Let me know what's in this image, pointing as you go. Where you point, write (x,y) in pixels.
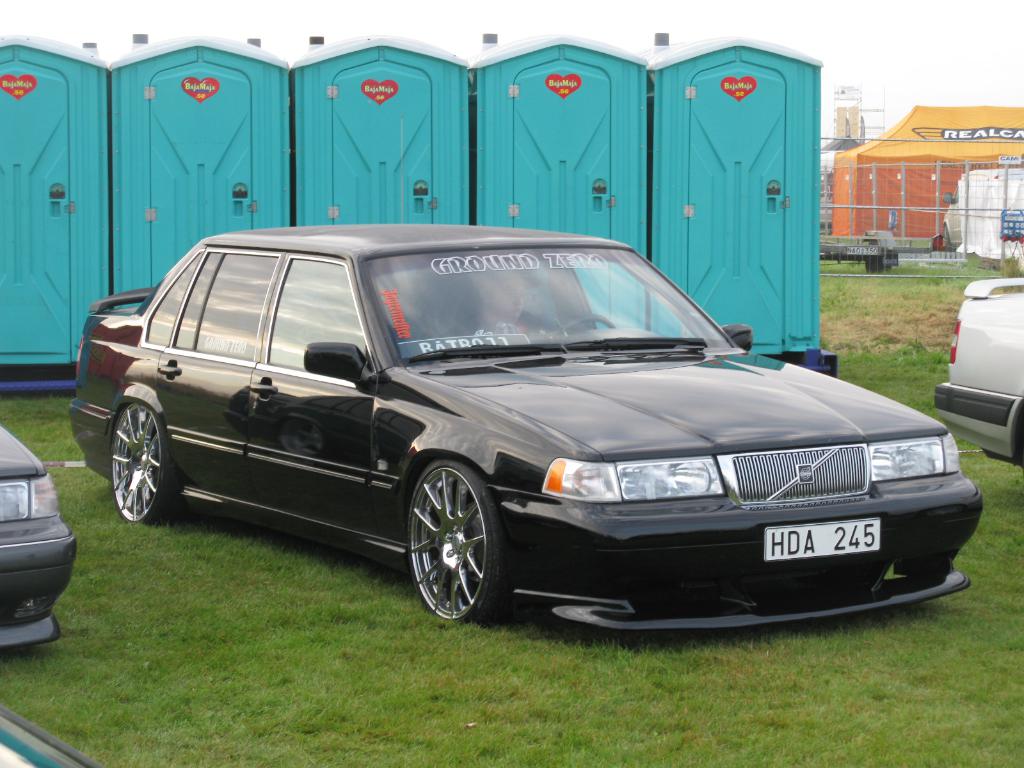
In the picture I can see a car (510,455) which is black in color is parked and in the background of the picture (790,327) there are some doors (765,344), there is fencing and top of the picture (1010,101) there is clear sky (931,43).
